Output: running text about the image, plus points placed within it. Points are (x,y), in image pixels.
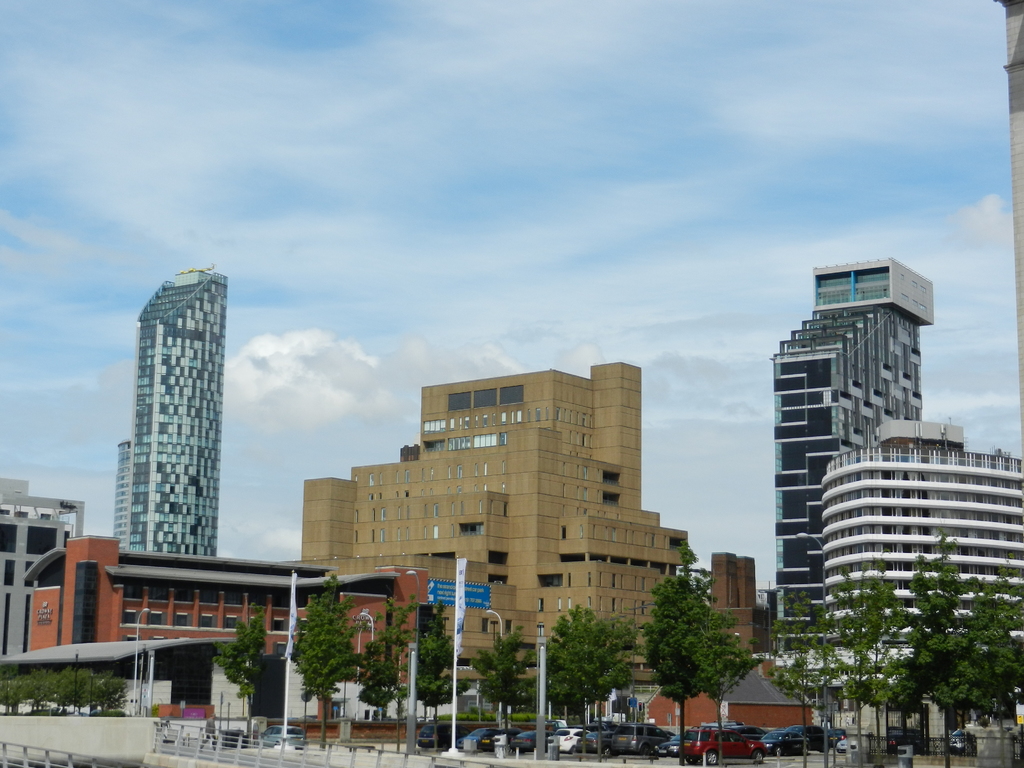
In the image there are few cars (513,735) in the front (417,737) with trees (391,661) on either side on the road (739,764), in the back (158,565) there are buildings (279,569) all over the place and above its sky (368,187) with clouds (304,395).
